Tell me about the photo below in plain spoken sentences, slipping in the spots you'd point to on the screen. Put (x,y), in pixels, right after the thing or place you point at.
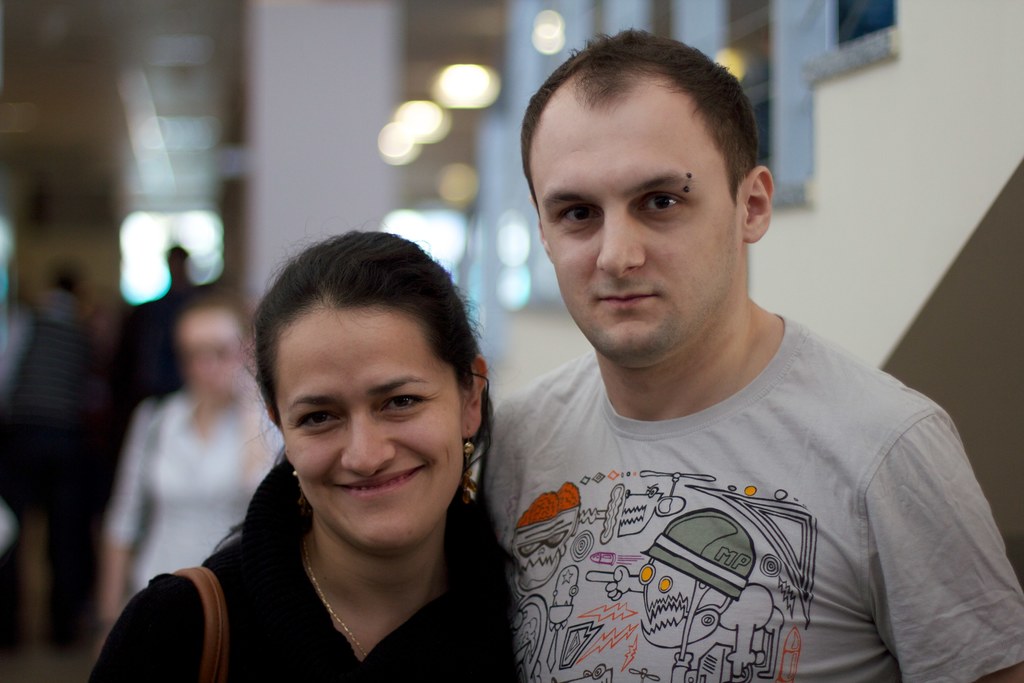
In this picture I can see a man (570,226) and a woman (235,592) standing, and there is blur background (33,148).
